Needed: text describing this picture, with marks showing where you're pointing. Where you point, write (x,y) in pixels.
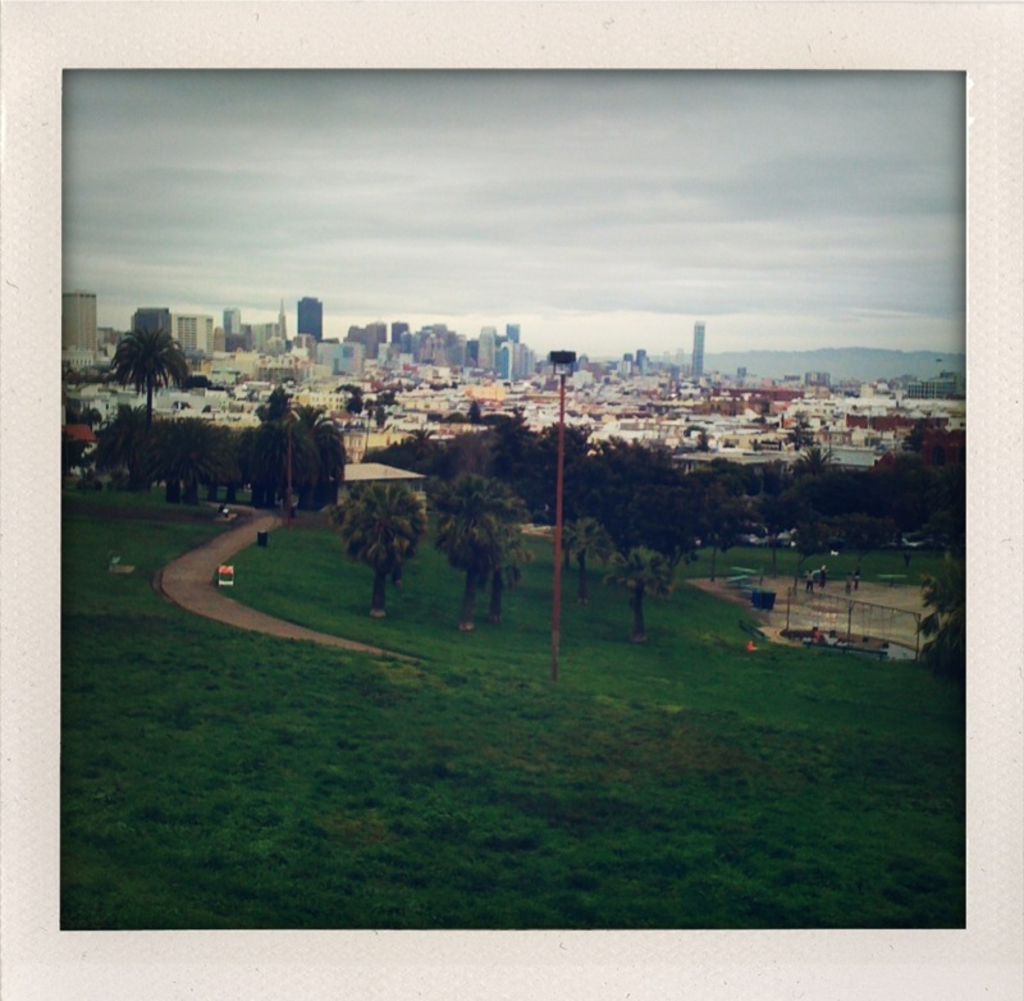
It is an edited image, there is a lot of greenery (434,593) in the front (706,507) and behind the trees (202,448) there is a city (644,413) with many buildings (384,379) and houses (789,431), in the background (766,364) there is a mountain (818,358).
